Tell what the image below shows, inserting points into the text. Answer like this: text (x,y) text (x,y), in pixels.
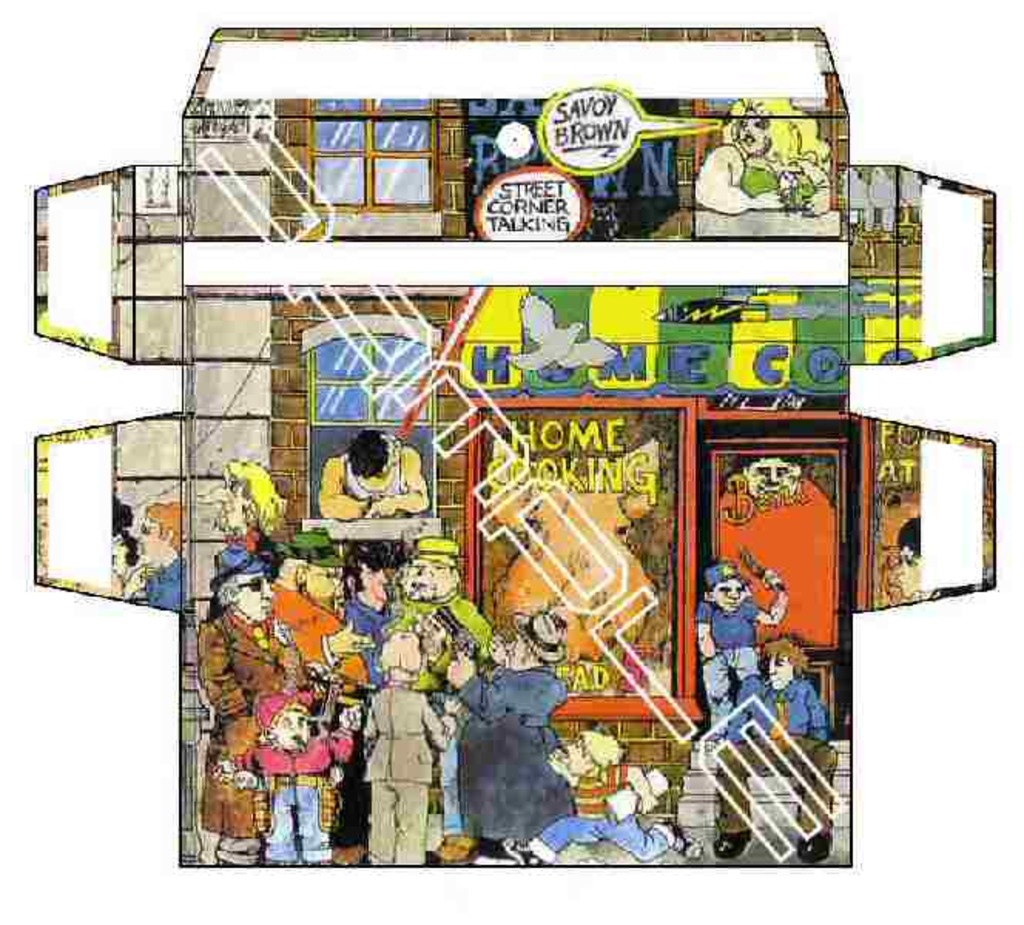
This image consists of cartoons (336,650). There are many cartoons (441,683) in this image along with a house (653,417). In the front (603,674), there is a window (314,449).
